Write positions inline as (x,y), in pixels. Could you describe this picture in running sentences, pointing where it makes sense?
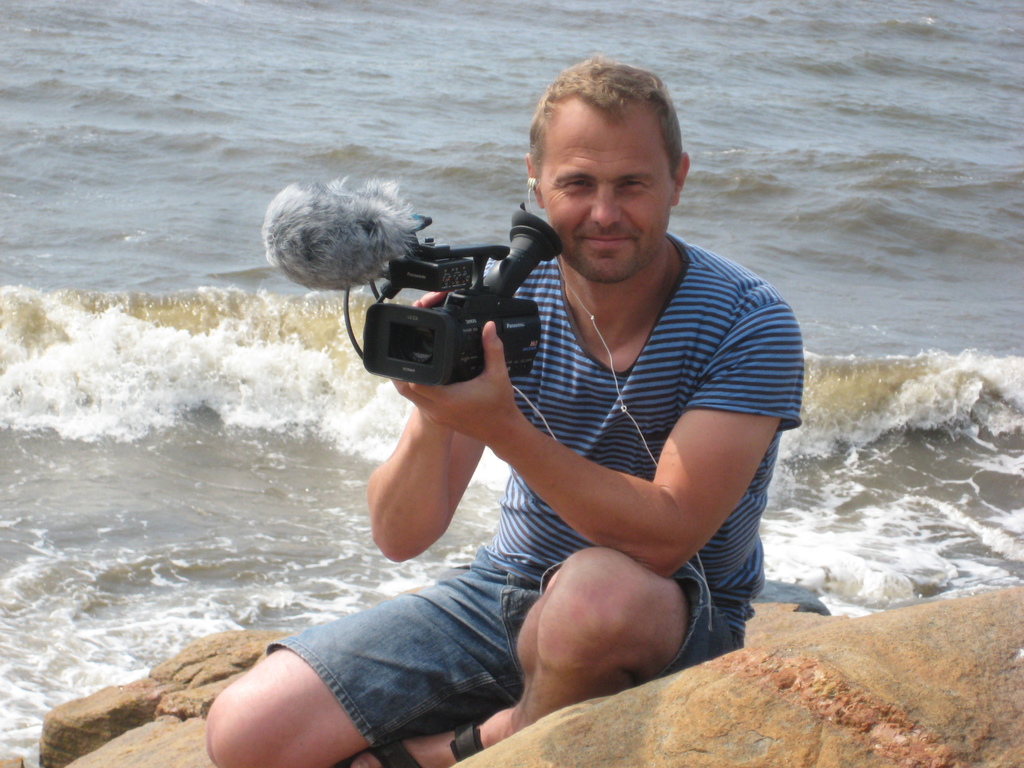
In this picture we can see a person (320,734) sitting on the rock (233,636). This is water (201,168). This person (638,404) holding camera (466,357). This is rock (915,669).
